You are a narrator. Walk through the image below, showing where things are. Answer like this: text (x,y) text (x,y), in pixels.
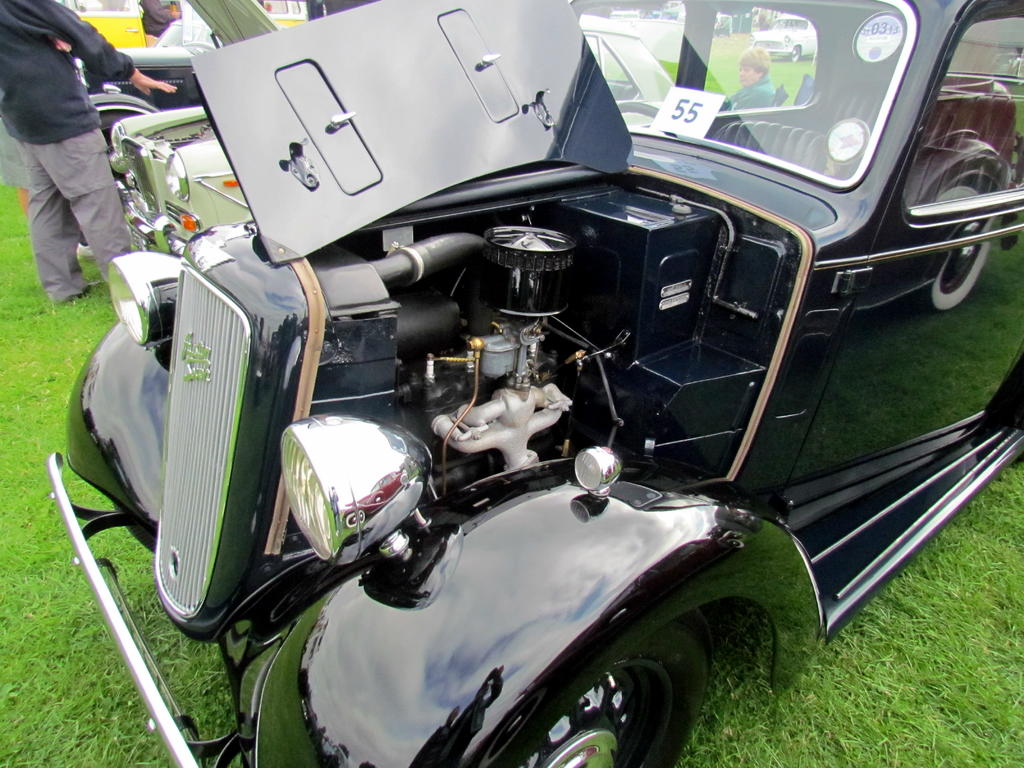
In the picture I can see a black color antique car (518,429) where the car bonnet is open and we can see the engine (524,374). In the background (160,88), we can see a person (71,247) standing on the grass (48,340) and is on the left side of the image (118,227) and can see a few more vehicles (135,217) parked on the grass (796,62).
